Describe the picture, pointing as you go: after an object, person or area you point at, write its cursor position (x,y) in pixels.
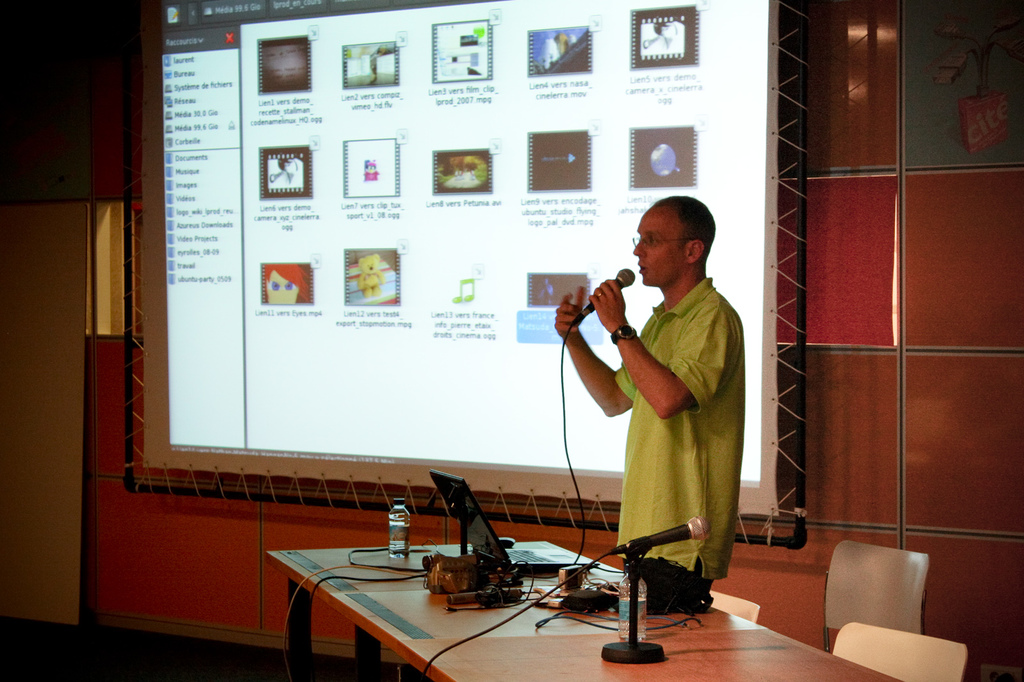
The person (693,412) wearing green T-shirt (696,422) is standing and speaking in front of a mic (620,279) and there is a table (578,623) in front of him which has a mic (632,578), a laptop (493,541) and some other objects (582,603) on it and there is a projected image (441,226) beside him.
